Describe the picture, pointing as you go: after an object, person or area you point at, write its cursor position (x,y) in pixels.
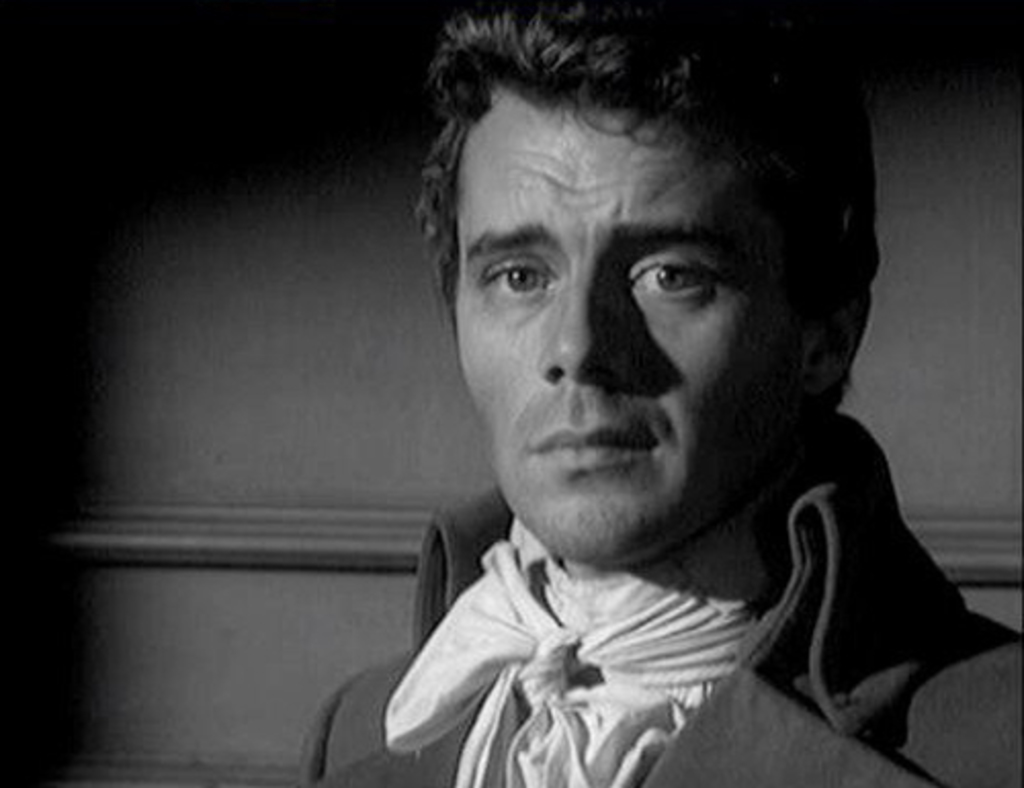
In this picture I can observe a man (615,461) in the middle of the picture (591,370). In the background (426,466) I can observe a wall (298,326). This is a black and white image.
